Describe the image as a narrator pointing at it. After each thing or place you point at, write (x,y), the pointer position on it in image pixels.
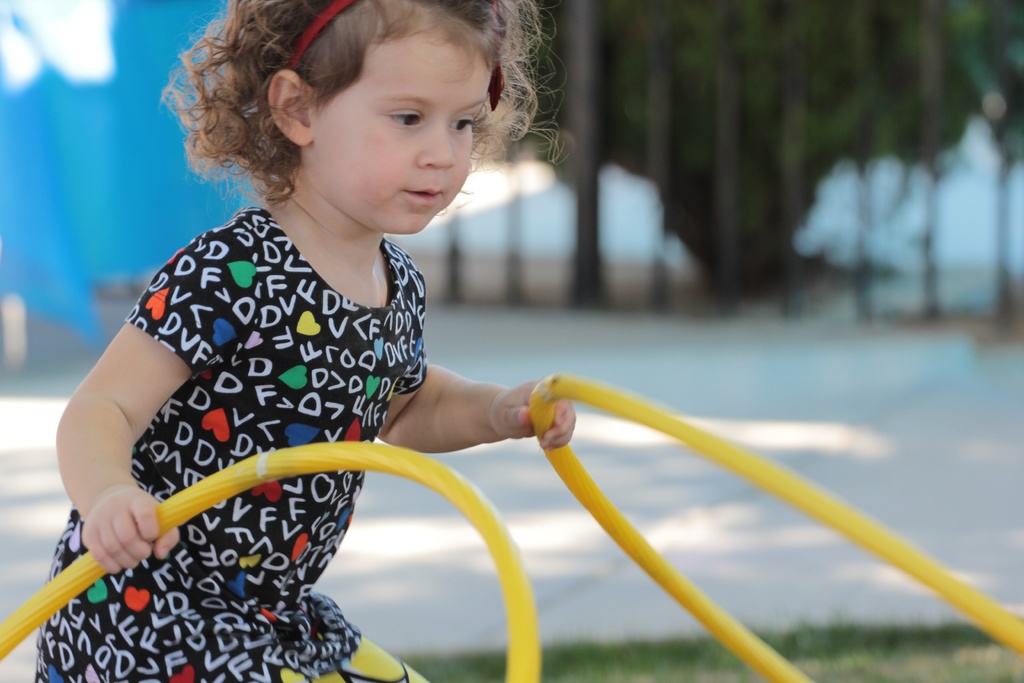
In this image there is a girl (251,440) standing and holding two hoops (740,465), and there is blur background (27,462).
